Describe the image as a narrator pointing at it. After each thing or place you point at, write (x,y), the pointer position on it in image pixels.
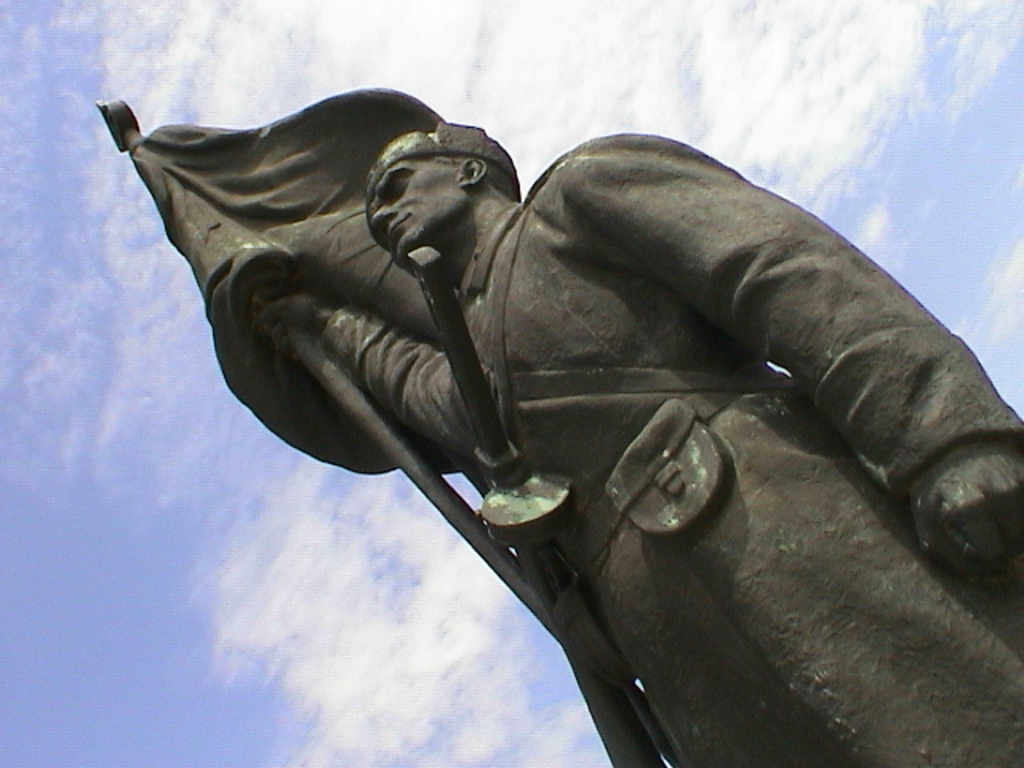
In this picture I can see there is a statue (726,180) of a man (603,429) and he is wearing a black color coat (340,335) and he is holding a flag pole (439,484) and there is a flag (309,164) and the sky (810,23) is cloudy.
